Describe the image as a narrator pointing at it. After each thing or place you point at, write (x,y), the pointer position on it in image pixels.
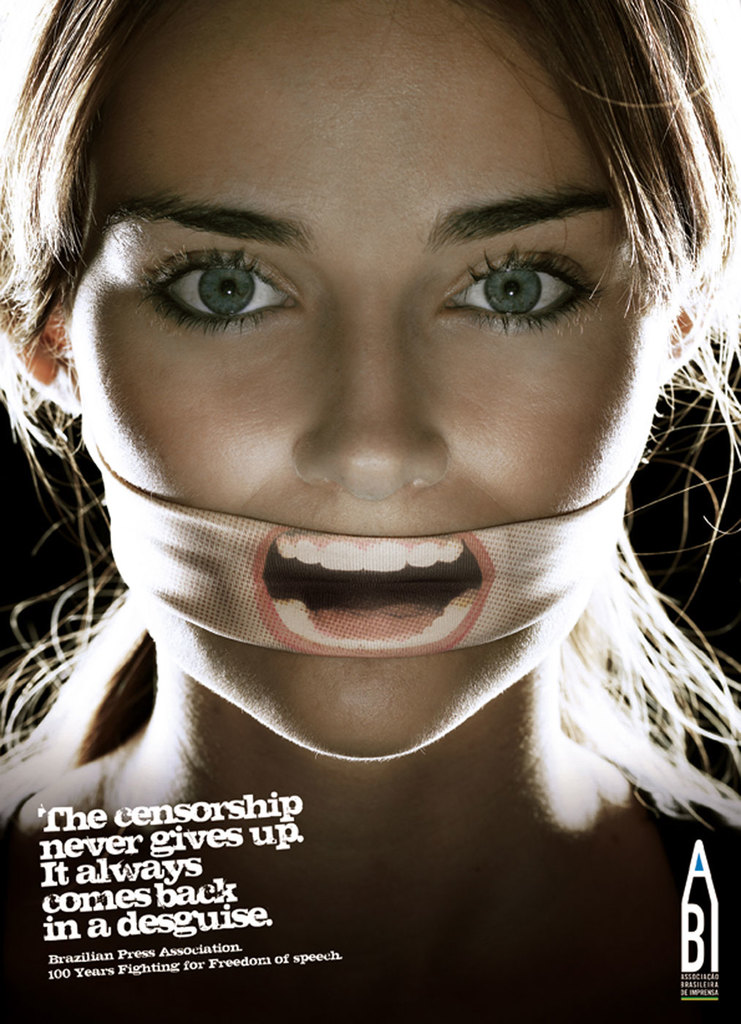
In this image I can see a woman (427,382) tying her mouth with a cloth (348,602) and in the left bottom corner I can see some text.
